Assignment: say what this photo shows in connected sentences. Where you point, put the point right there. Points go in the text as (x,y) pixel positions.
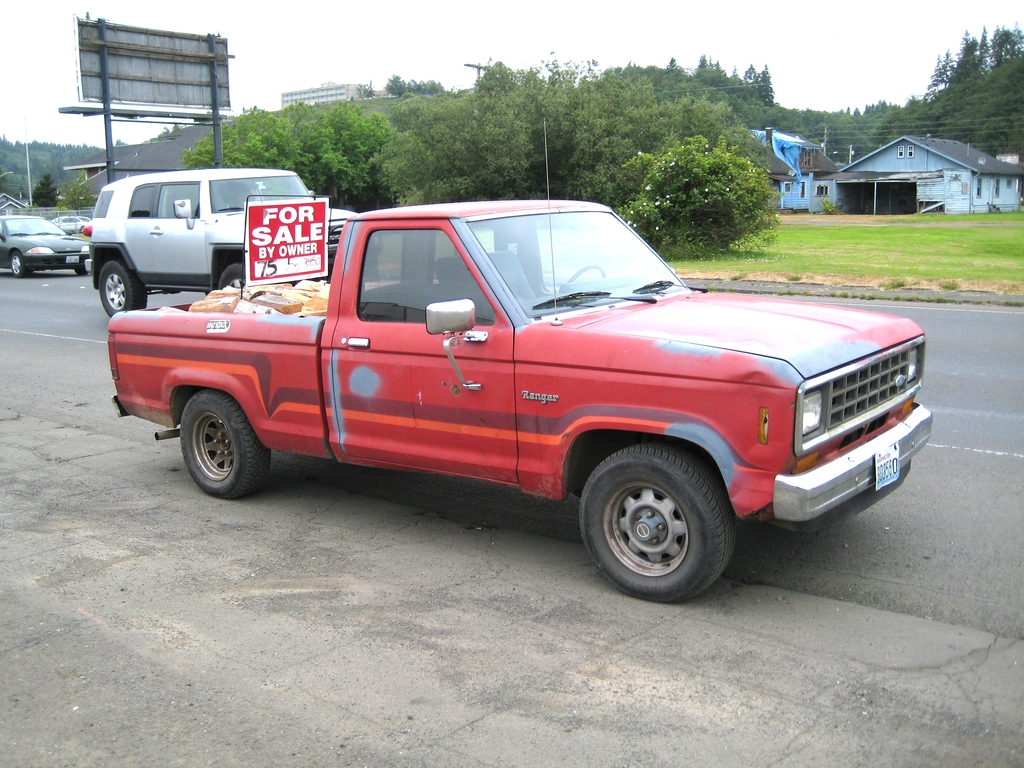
There is a truck (484,459) parked beside the road (843,570) and some goods (281,305) are kept in the truck (353,310) for sale and behind the truck (875,335) there are some vehicles (202,178) moving on the road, on the other side of the road (198,291) there are plenty of trees (711,173) and few houses (939,179).
